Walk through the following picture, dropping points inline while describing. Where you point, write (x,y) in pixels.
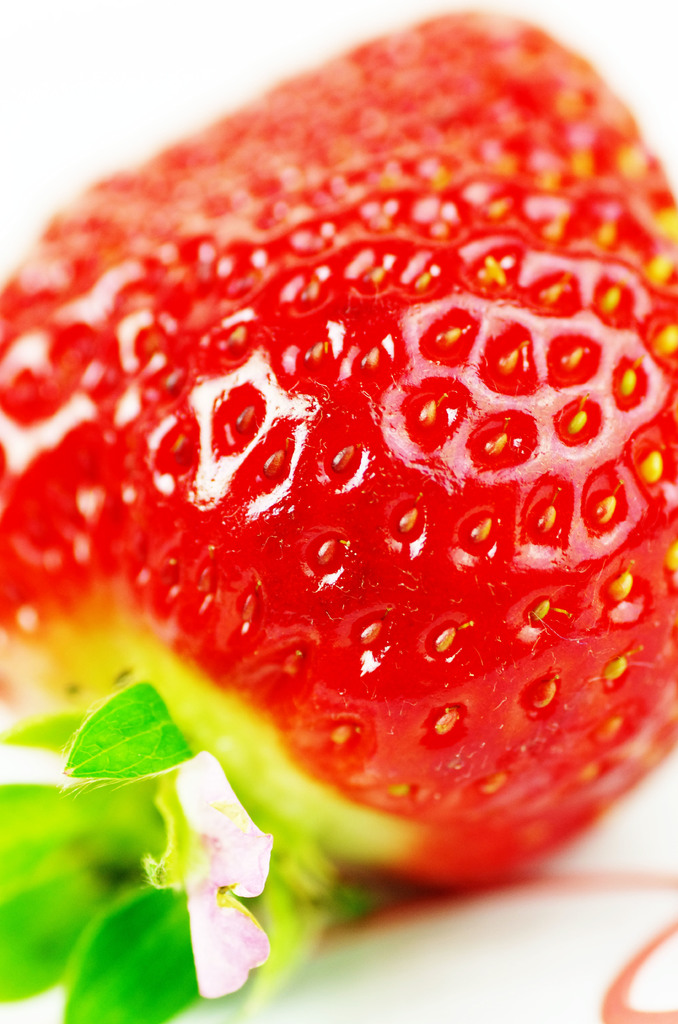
In this image we can see a strawberry (413,365).
